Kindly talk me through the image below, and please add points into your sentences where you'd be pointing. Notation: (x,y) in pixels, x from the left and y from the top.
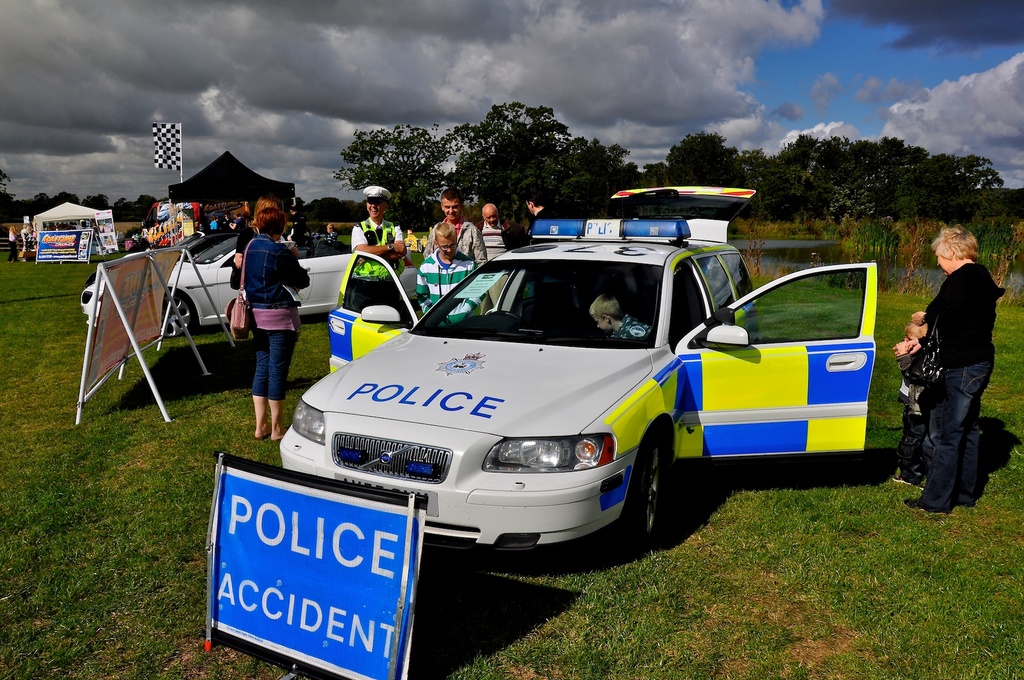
In this image there is the sky (529,72) towards the top of the image (385,71), there are clouds (589,55) in the sky (692,54), there are trees (503,177), there are tents (220,170), there is a pole (181,183), there is a flag (159,145), there are boards (124,282), there is text (318,552) on the boards (223,518), there are two cars (386,297), there is water (803,249), there is grass (666,600) towards the bottom of the image (586,597), there are a group of persons (471,267) standing on the grass (898,438), there is a boy (614,326) inside the car (608,346).
